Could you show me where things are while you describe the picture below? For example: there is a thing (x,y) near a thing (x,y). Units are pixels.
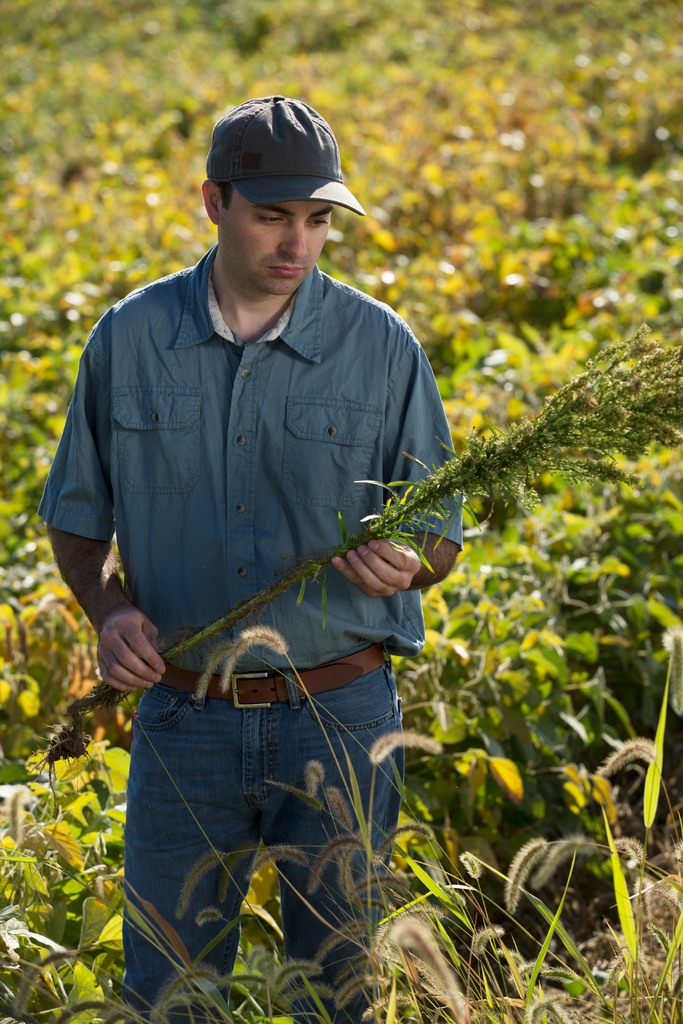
In this picture we can see a man (391,357) wearing a blue shirt (274,399) and a blue jeans (298,699) with a belt (326,684). He also wore a cap (295,177) and he is staring at the plant (419,503) which is in his hands (159,662). On the background of the picture (436,70) we can see, its greenery (402,63) with full of plants (464,125).
